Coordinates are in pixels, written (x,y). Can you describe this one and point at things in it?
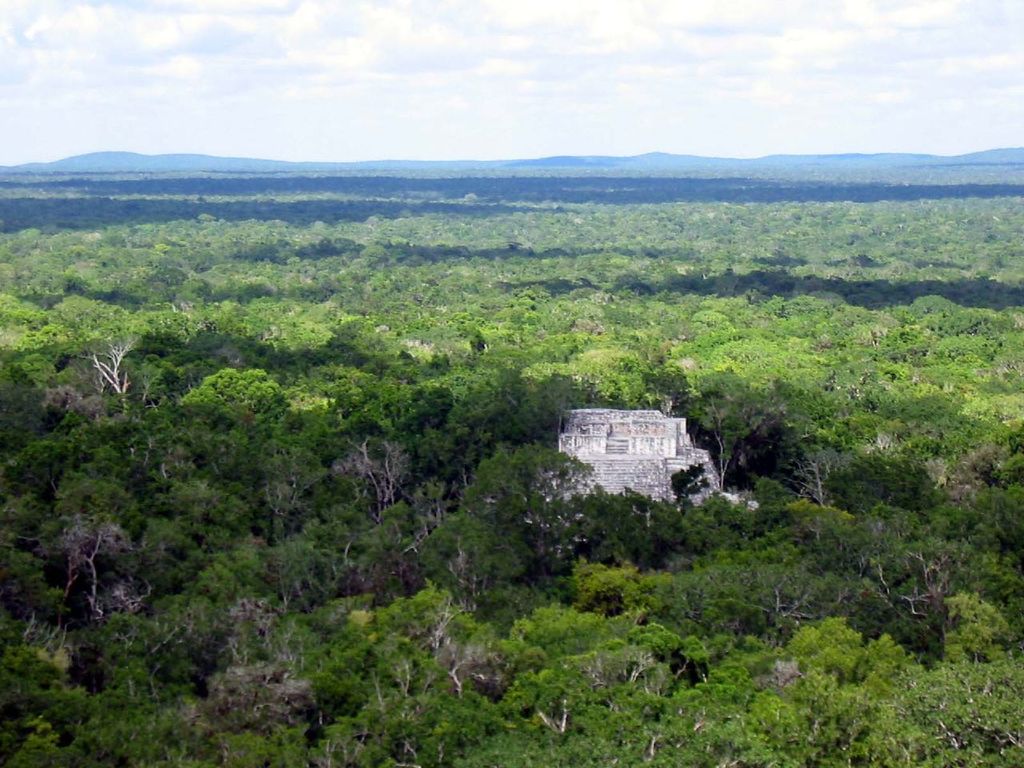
In this picture I can see trees (342,328) and looks like a wall (627,443) in the middle of the picture (643,439) and I can see a cloudy sky (311,129).
